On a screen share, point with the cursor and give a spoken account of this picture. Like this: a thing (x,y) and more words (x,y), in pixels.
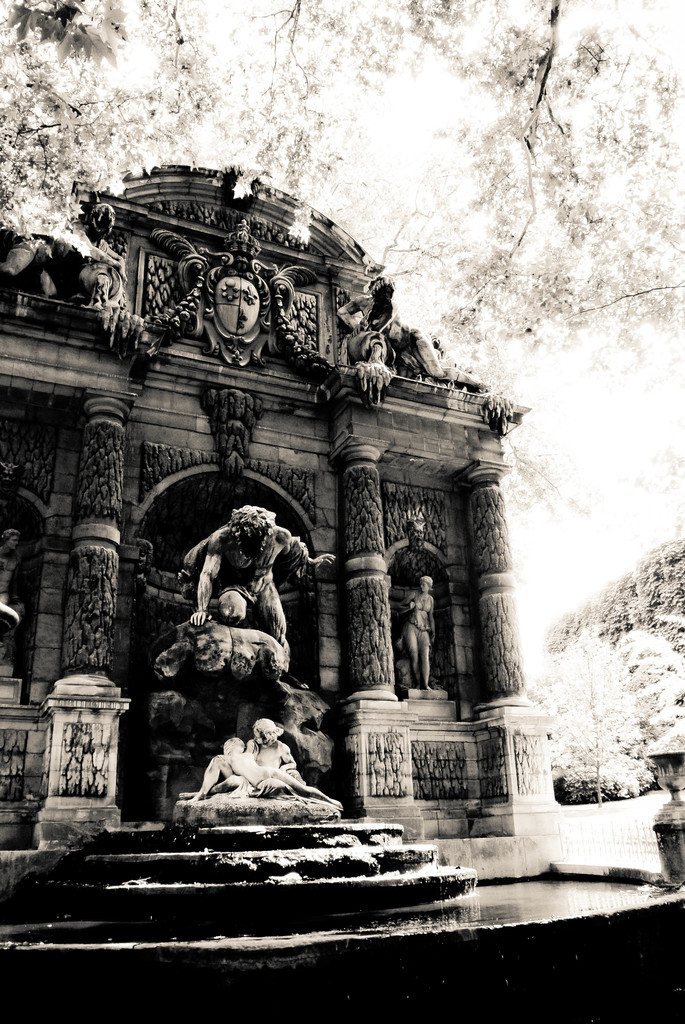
This is a black and white image. I can see a building (398,470) with sculptures (240,788). In front of the building (298,449), I can see a statue fountain (269,818). In the background (24,68) there are trees (518,290).
